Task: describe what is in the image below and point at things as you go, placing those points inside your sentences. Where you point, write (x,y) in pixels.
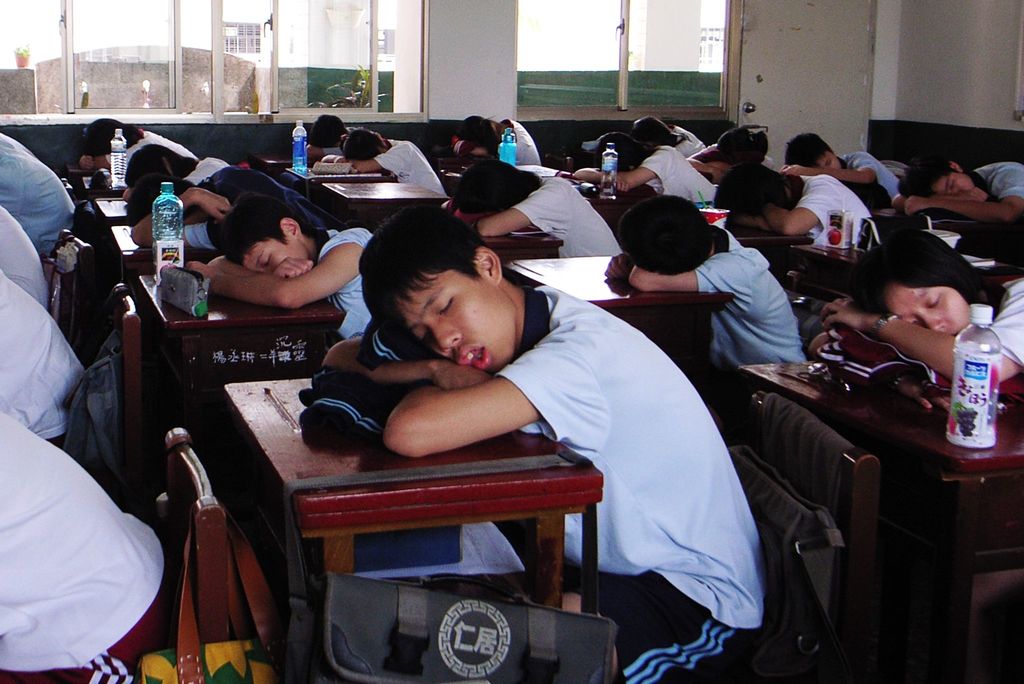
There is a group of people (326,134). They are sitting on a chairs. There is a table (263,313). There is a bottle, box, bag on a table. We can see in background (322,79) window (334,85).
